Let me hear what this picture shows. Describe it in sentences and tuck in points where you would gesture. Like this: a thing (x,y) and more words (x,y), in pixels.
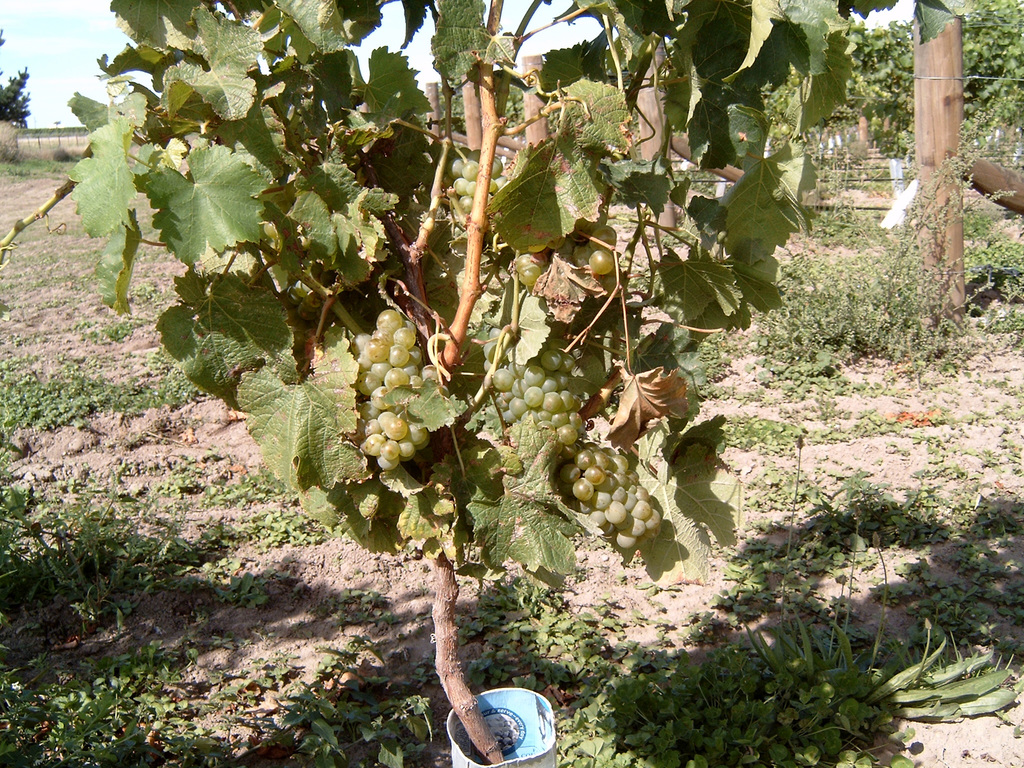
In this image I can see a tree (473,256) in the front (647,339) and on it I can see number of fruits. In the background (216,538) I can see an open grass ground (862,753) and number of trees (21,120). On the right side of this image (918,54) I can see a pole (958,46).
